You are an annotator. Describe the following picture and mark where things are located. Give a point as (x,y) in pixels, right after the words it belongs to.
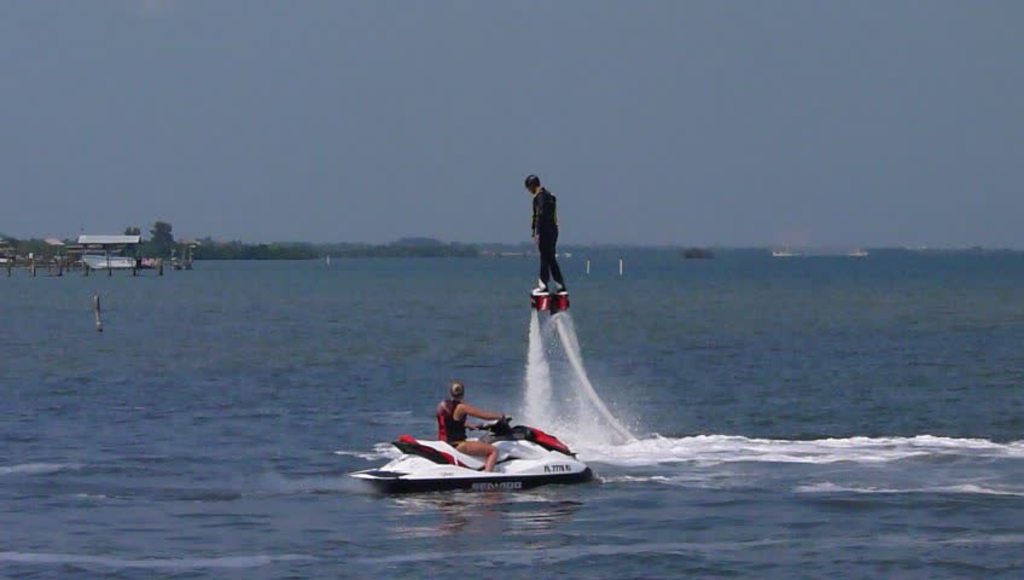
In the center of the image (541,281) we can see one person (541,281) flyboarding on water (524,283) and he is wearing a helmet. And the other person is jet skiing on water (717,459). In the background (439,169) we can see the sky (393,181), trees (145,252), poles (137,270), water (143,283) etc.
